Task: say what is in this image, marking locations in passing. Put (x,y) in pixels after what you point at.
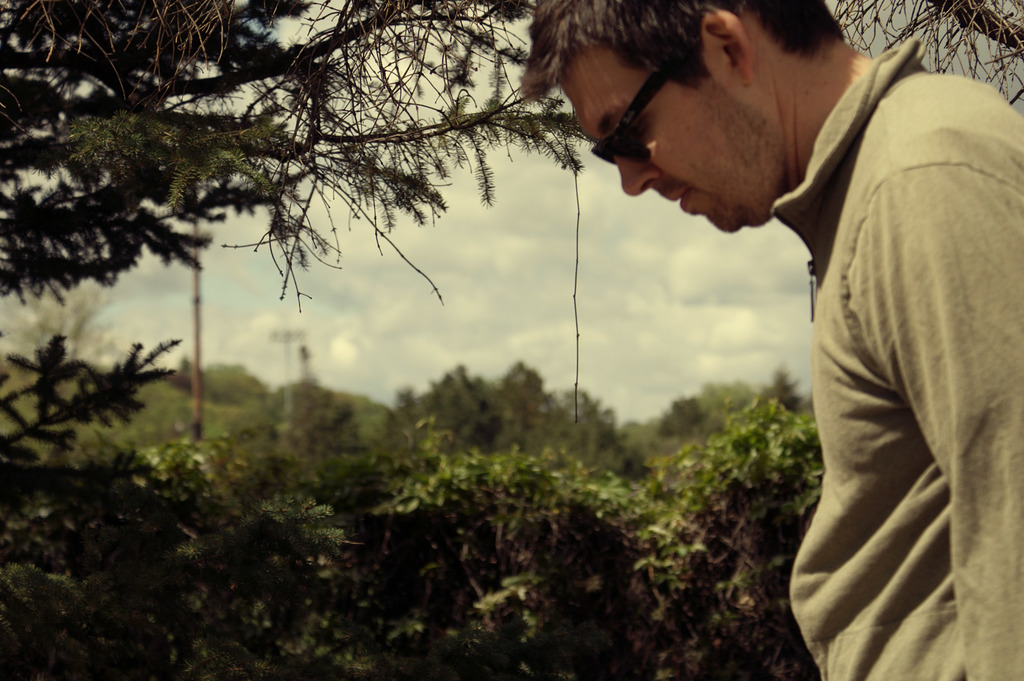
In this image I can see a person (803,556), trees (330,525), light poles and the sky (439,340). This image is taken may be in a forest (286,448).
